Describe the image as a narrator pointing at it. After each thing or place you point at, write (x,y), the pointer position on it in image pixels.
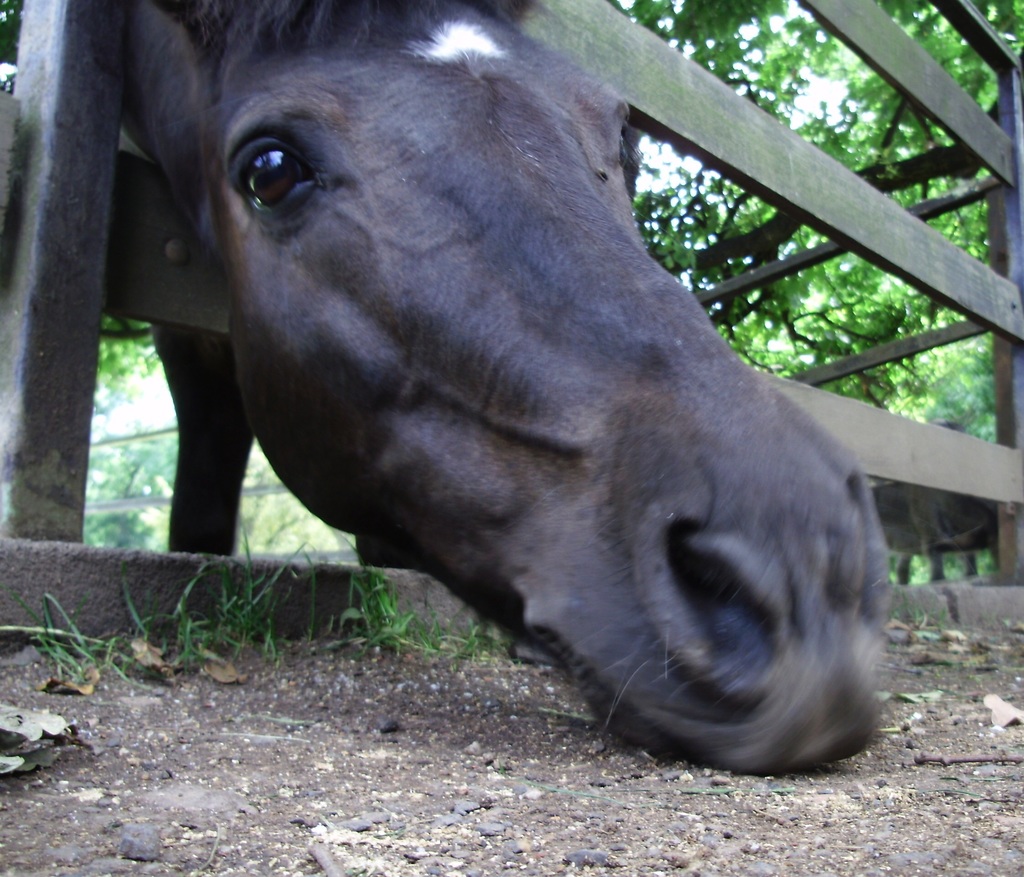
In this image I can see an animal head (224,117) visible on the fence (923,109) and I can see trees (848,282) at the top (847,263).
